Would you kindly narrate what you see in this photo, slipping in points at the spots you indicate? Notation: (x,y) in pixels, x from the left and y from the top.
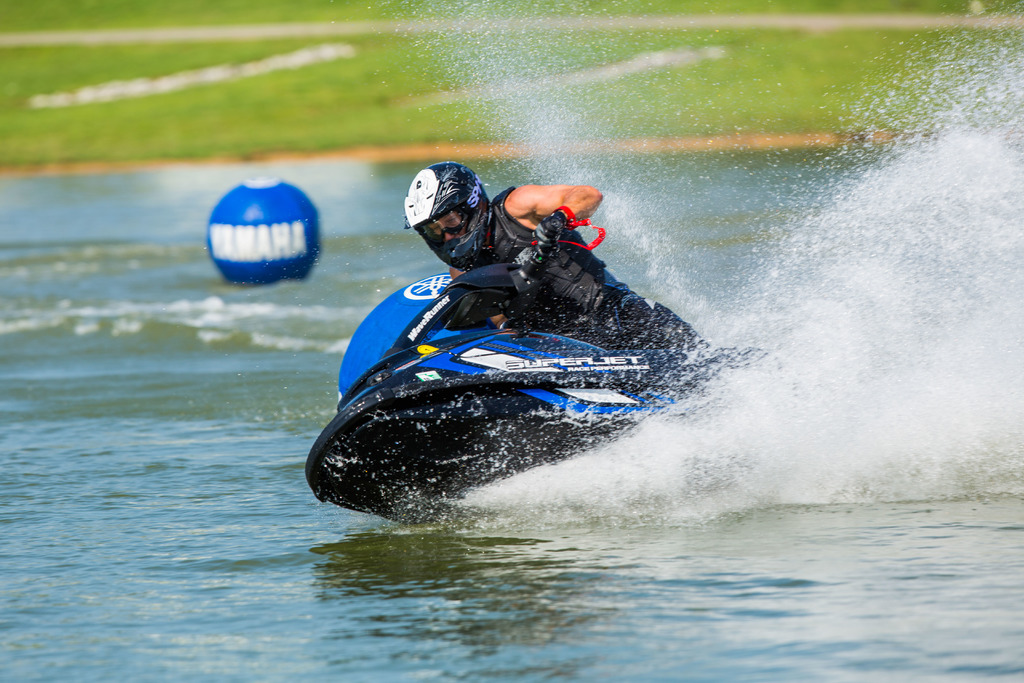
In this picture there is a man (615,339) who is wearing helmet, jacket (502,218) and trouser (615,320). He is riding a jet-ski (639,366) on the water (689,205). In the back (89,127) I can see the green grass (397,68).
